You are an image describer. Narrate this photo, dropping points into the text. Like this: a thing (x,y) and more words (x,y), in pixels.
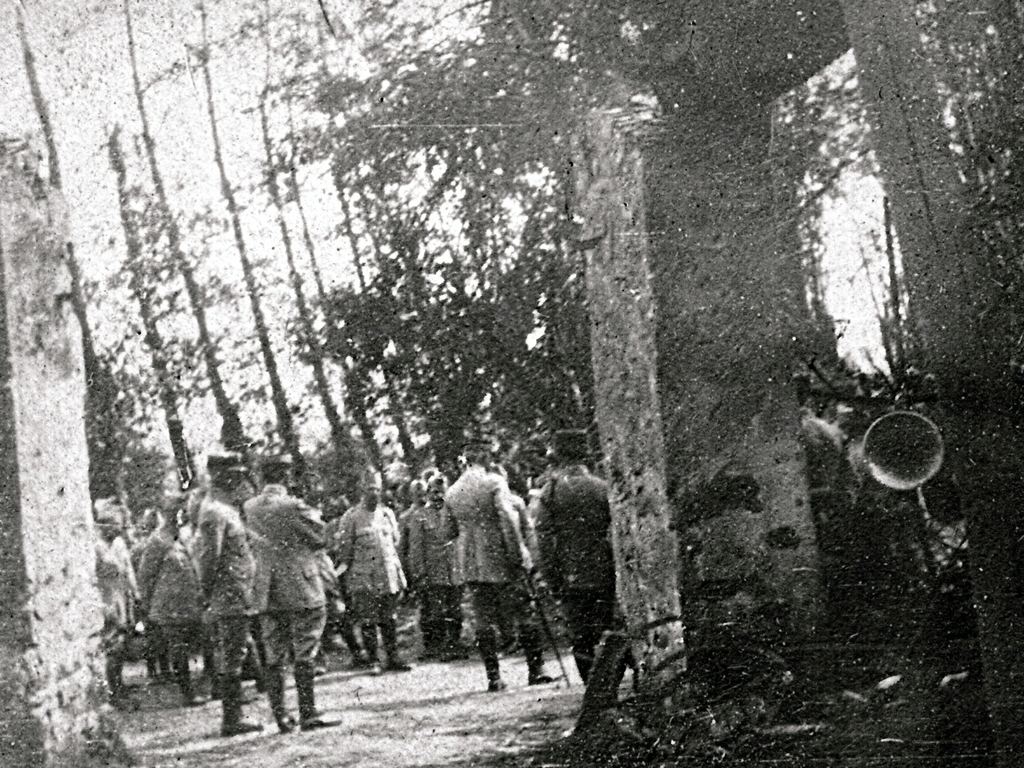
This is a black and white image. In this image we can see people (274,634) standing on the ground (318,697) wearing a uniform (447,563). In the background (834,174) there are trees (358,207) and pillars (647,279).
